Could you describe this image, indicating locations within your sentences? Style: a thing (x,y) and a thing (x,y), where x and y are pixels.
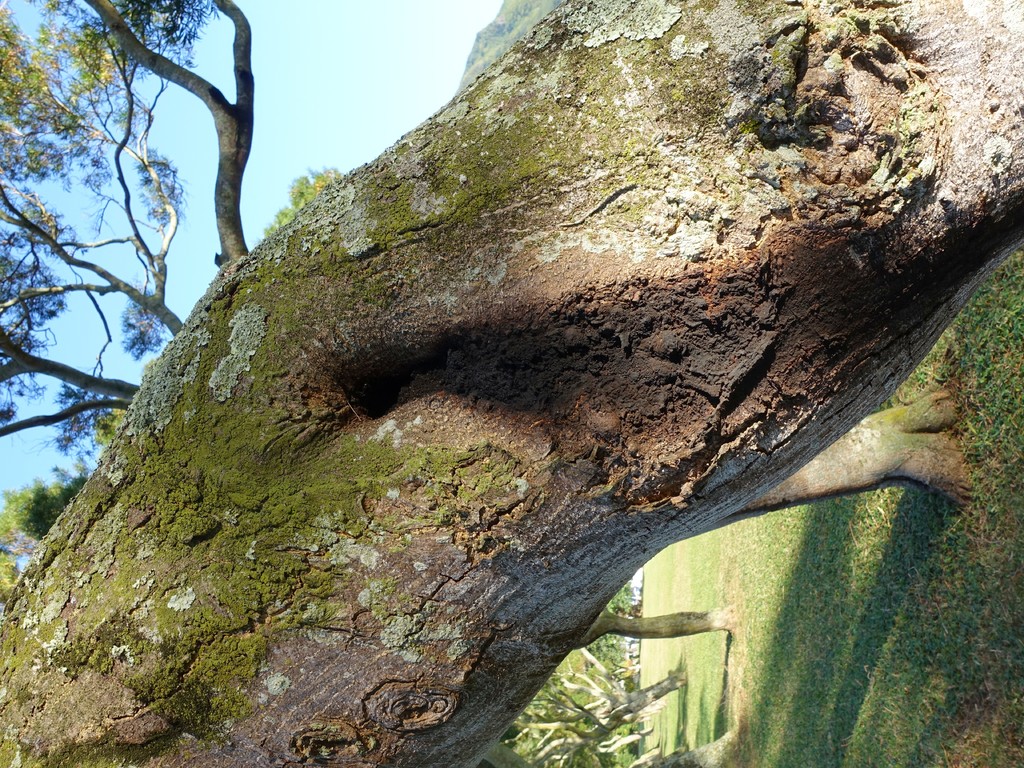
In this picture we can see few trees (369,471) and grass (769,624).
